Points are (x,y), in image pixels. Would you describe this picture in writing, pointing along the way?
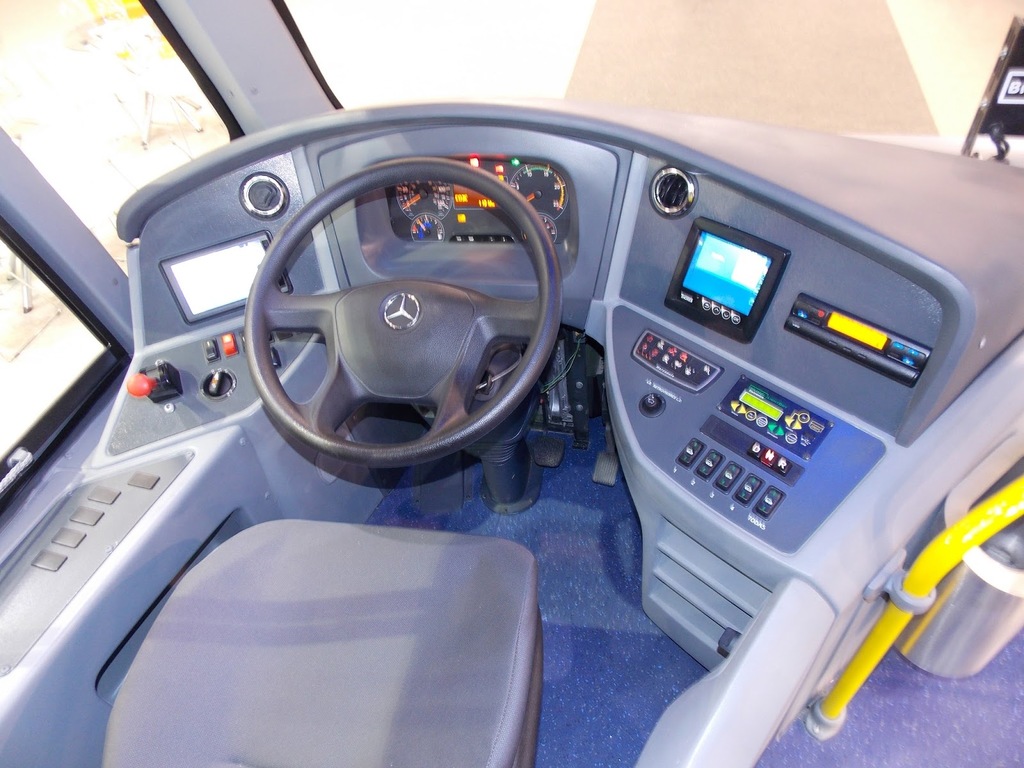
There is a seat (380,661) and there is a steering (412,357) and some other objects (461,250) in front of it.
